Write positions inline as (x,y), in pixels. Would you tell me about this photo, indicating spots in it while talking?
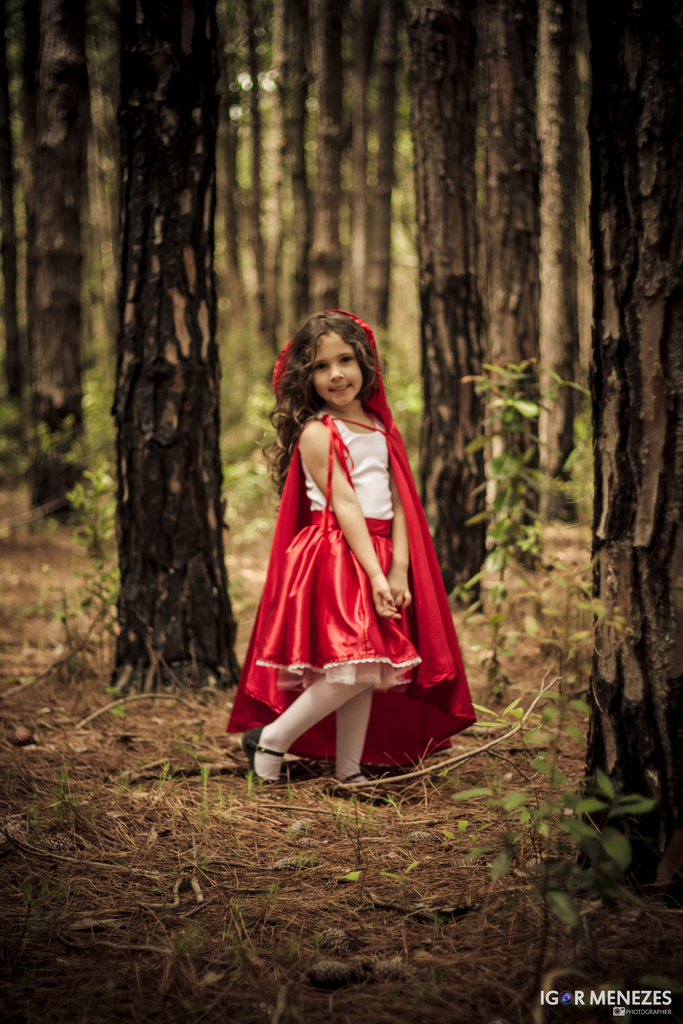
In this picture there is a small girl (315,409) in the center of the image (312,434), she is wearing red color frock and there are trees (388,270) in the background area of the image (444,316).
